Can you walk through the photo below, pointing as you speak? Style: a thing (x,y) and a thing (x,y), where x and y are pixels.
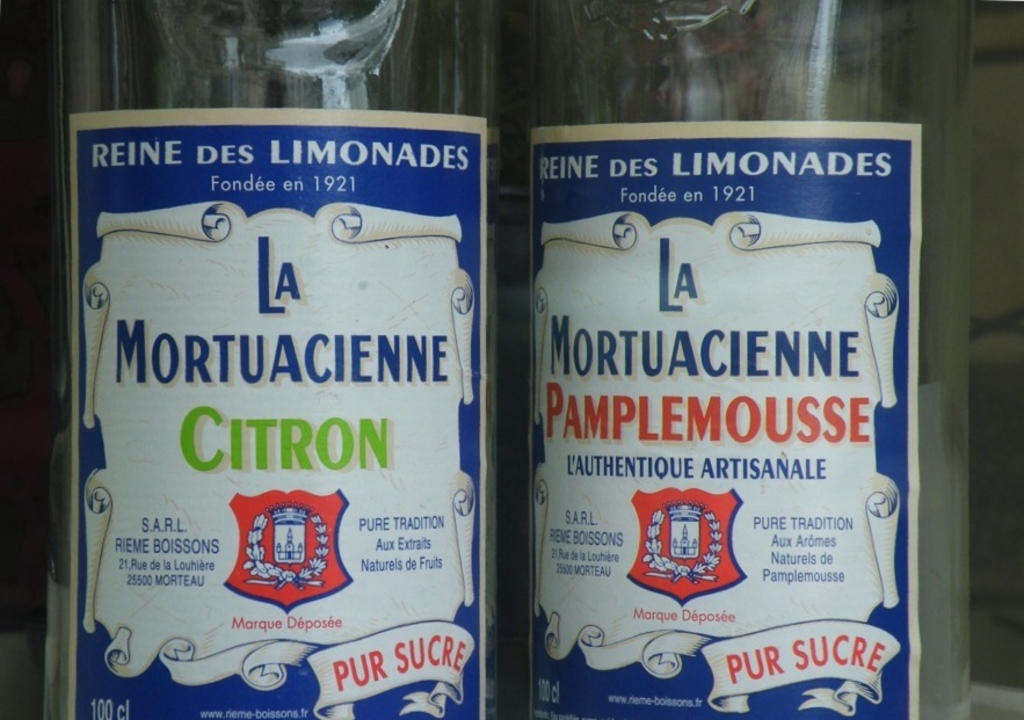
There are two bottles (545,100) with the labels (669,348) on it.
